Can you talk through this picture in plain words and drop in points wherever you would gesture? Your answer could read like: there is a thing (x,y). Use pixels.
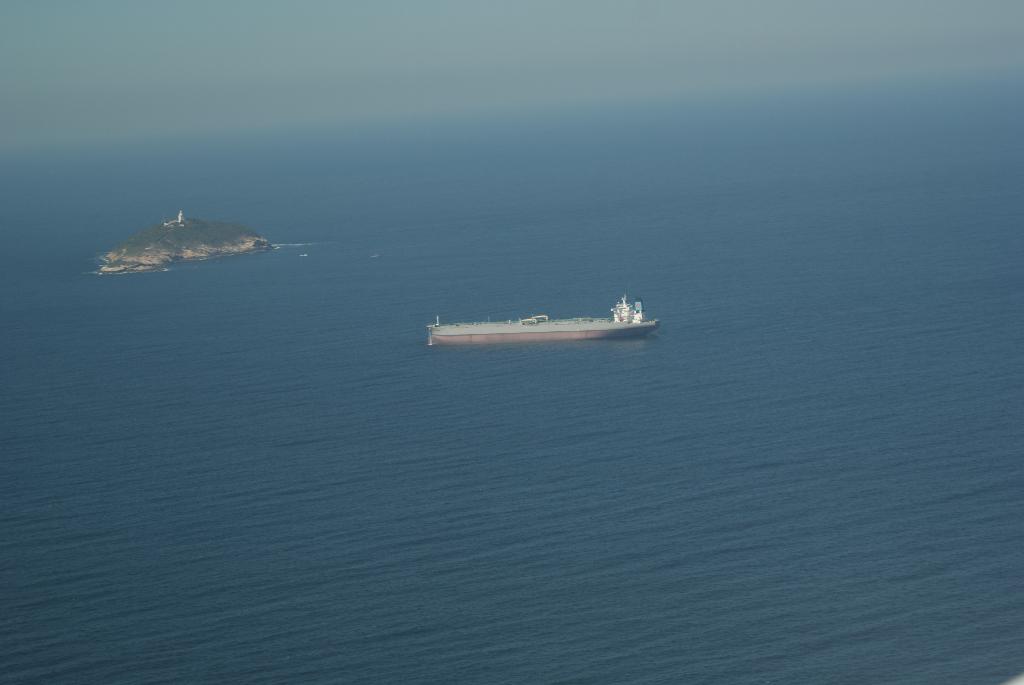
In this picture we can see a ship (466,323) on the water (381,343) and behind the ship (491,329) there is a land (162,261) and a sky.
